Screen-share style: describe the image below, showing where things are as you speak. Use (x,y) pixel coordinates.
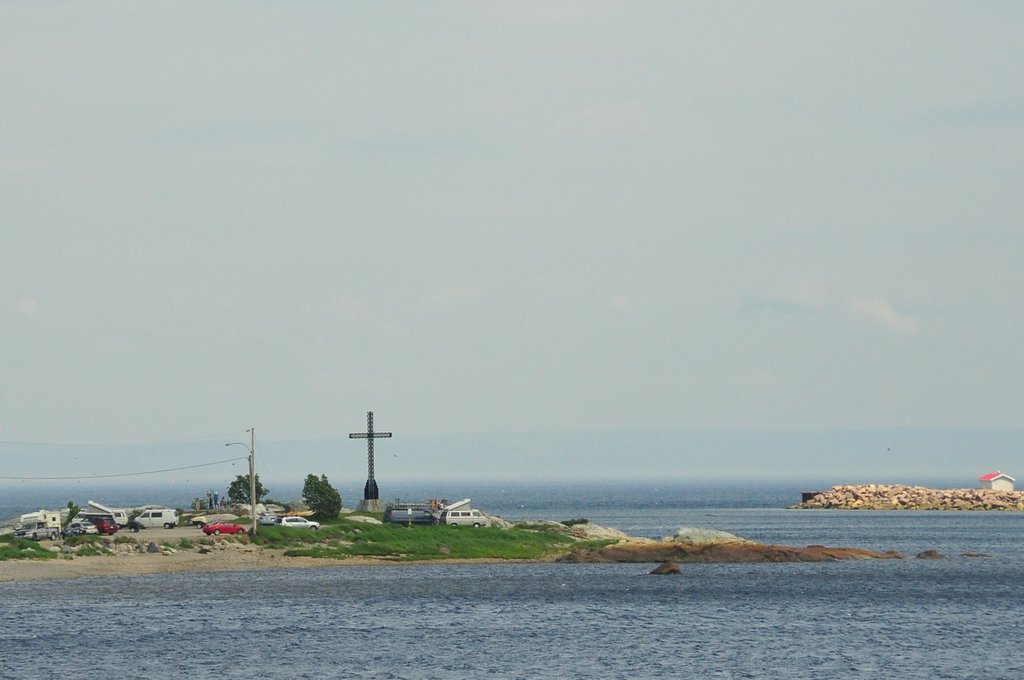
In this image, we can see vehicles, trees (332,492), a pole (254,493), tower (373,487) and we can see a shed (988,484) and there are rocks (908,491). At the top (449,198), there is sky (537,288) and at the bottom (426,607), there is water (370,596).
